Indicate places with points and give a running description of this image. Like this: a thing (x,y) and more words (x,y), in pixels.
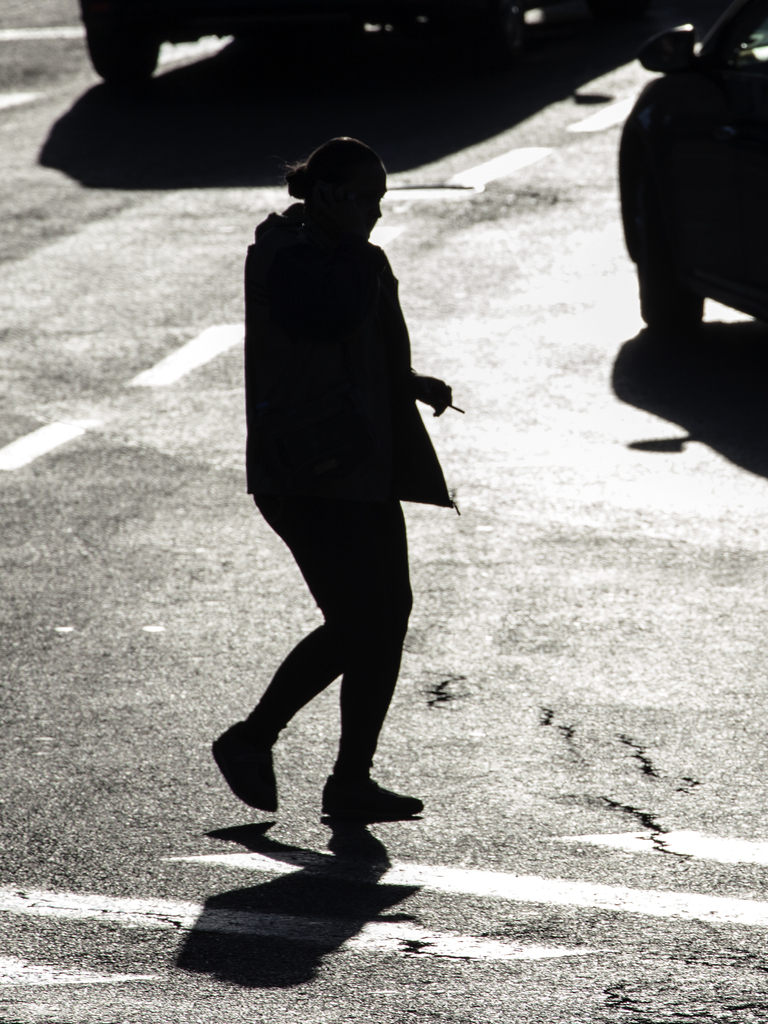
In this image, we can see a person (322,641) is walking on the road (336,924). Top of the image (765,208), we can see vehicles (720,181).
